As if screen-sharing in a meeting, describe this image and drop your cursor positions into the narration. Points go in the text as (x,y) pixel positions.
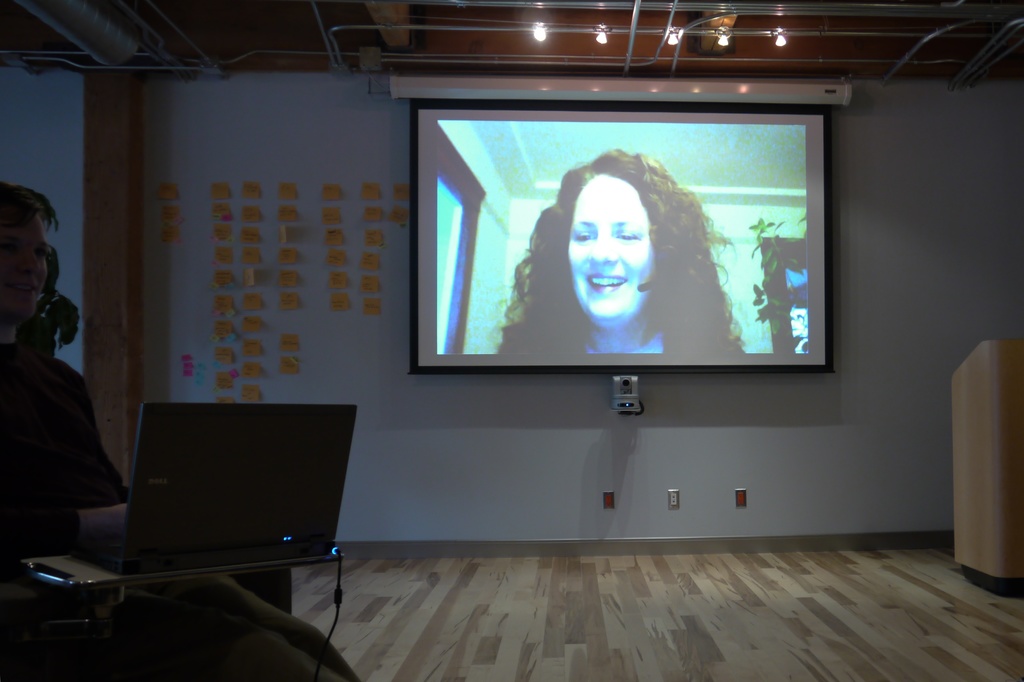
In this image we can see a screen (430,180) on the white wall (666,390) and on screen (579,262) one woman image (603,240) is there. At the left side of the image (24,423) one person (31,487) is sitting. In front of the person (72,526) laptop (191,533) is there. Right side of the image (986,478) one table (993,504) is present. At the top of the image (486,24) roof (457,40) is there with lights (543,32). We can see some papers (285,273) are attached to the wall (249,172).
